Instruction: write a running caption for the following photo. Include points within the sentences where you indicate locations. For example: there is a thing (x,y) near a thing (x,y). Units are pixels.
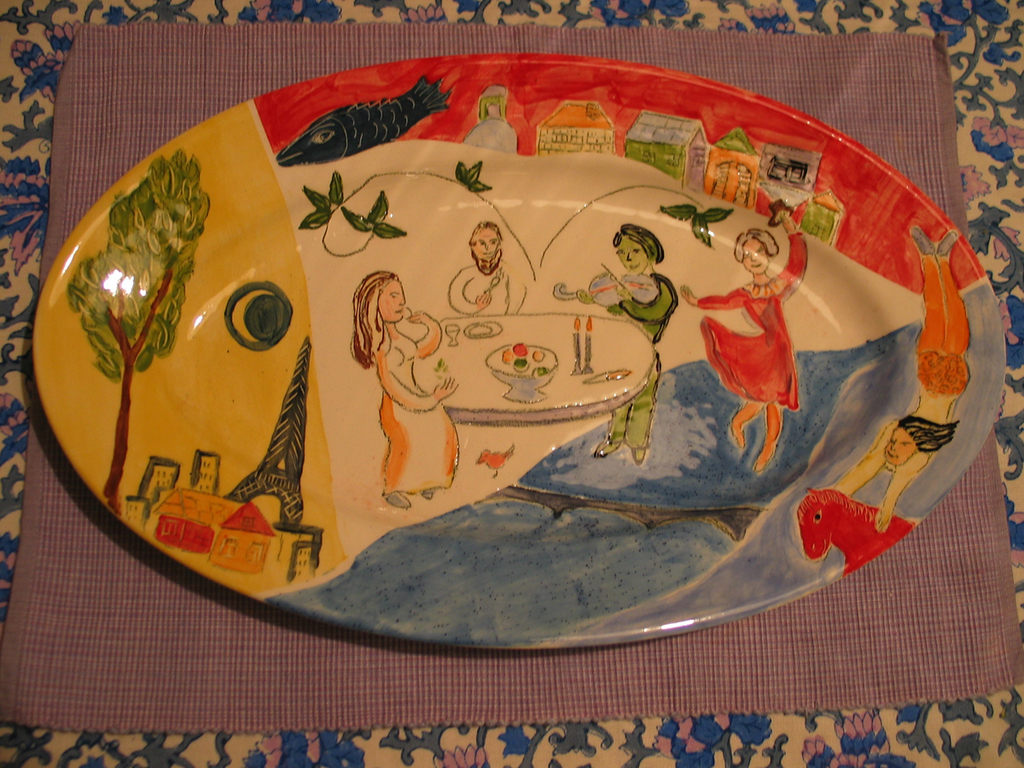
In this image there is a colored plate (577,280) on the mat (902,614) which is placed on the top of the table (924,735).
